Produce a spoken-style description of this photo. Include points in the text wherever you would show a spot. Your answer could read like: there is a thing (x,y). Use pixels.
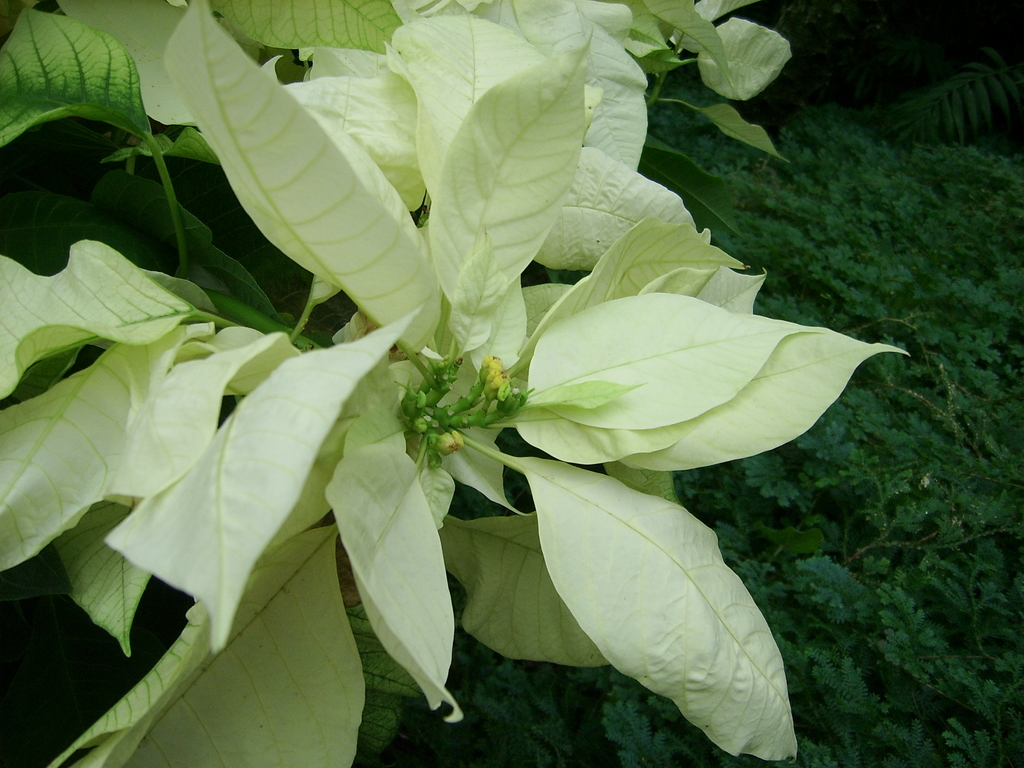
In this image we can see some buds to the stem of a plant (527,609). On the backside (975,590) we can see some plants (906,580).
